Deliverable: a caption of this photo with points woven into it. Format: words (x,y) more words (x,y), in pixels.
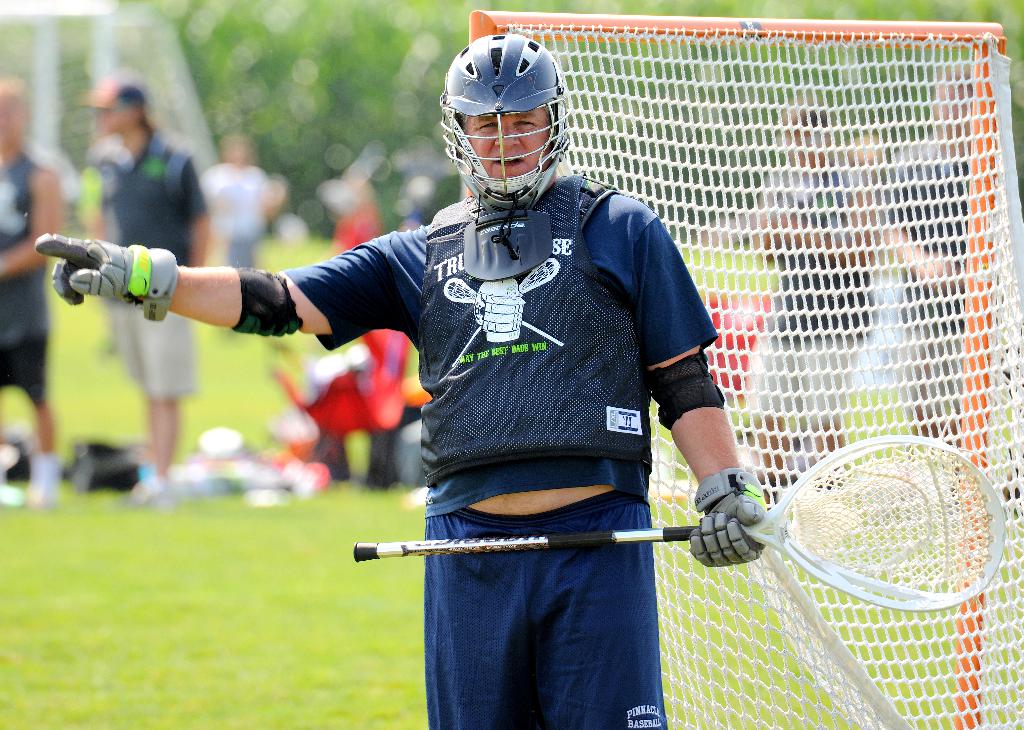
In the image there is a person (512,128) in navy blue jersey (590,229), helmet (494,94) and holding net (817,577) standing in front of goal post (867,307) on the grassland (229,619) and in the back (181,153) there are many people (195,211) standing on the land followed by trees (394,110) in the background (409,90).
